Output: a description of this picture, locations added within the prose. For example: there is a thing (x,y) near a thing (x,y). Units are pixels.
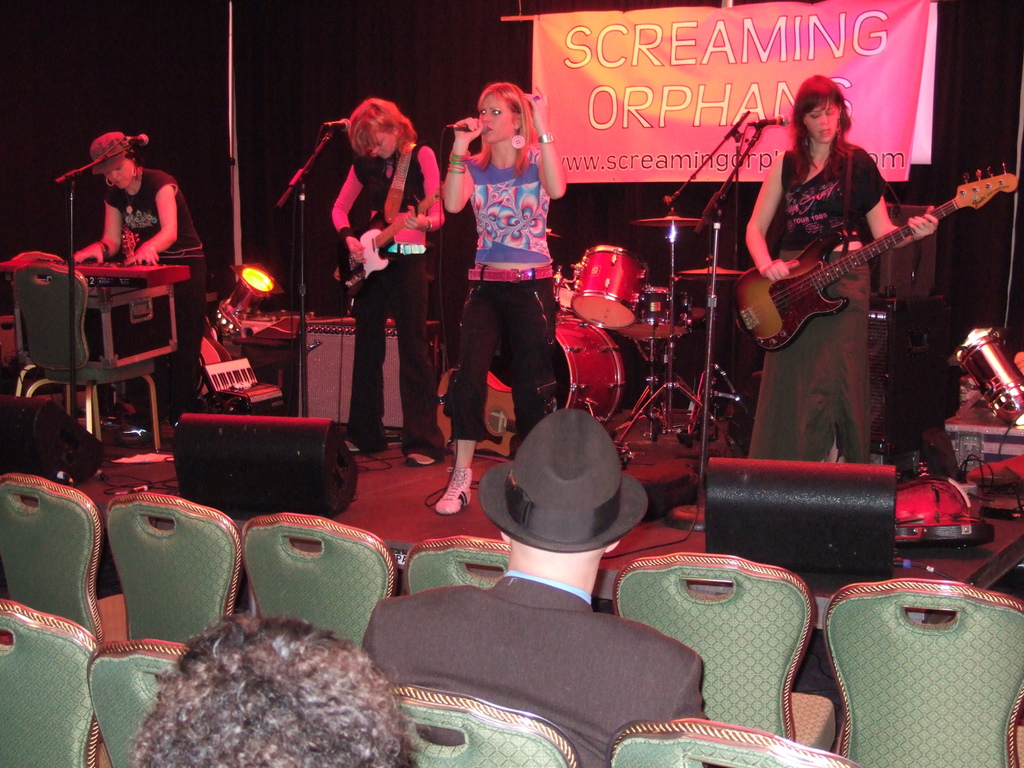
In this picture there are group of people (564,192) standing on the dais (418,487), on the right (798,192) there is a woman (802,345) playing guitar (765,302) and on to the left (151,235) there is a woman (116,191) playing a piano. In the backdrop (635,319) there is a drum set (636,279) and a banner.
